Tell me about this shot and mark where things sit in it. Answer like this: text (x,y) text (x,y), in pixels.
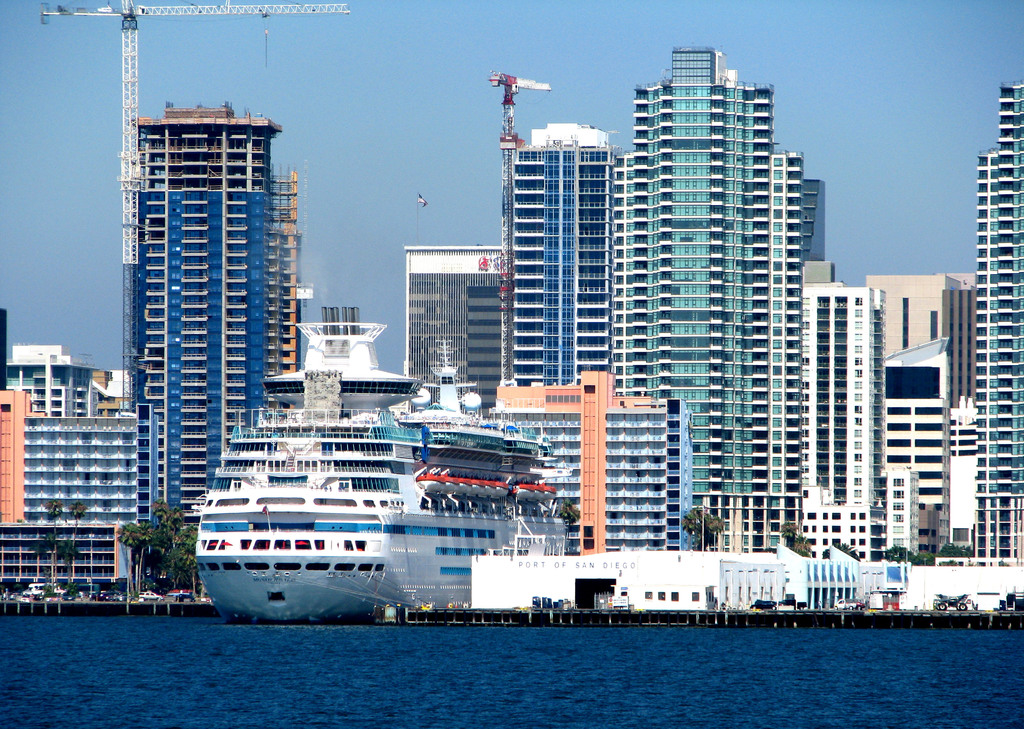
In this image I can see the water (437,654), a ship (322,580) which is white, blue and red in color on the surface of the water (272,662), few trees (182,561) which are green in color, few vehicles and few buildings (250,405). In the background (214,96) I can see few cranes (138,137) and the sky (926,144).
